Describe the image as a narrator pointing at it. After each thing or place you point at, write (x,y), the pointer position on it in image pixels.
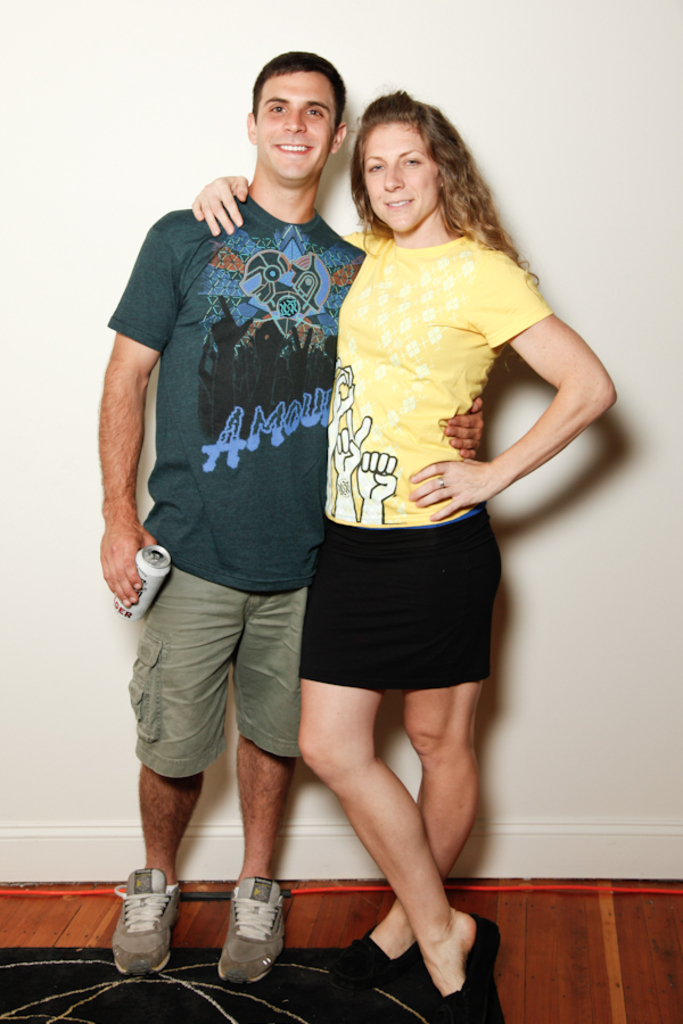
In this image we can see a man (236,364) holding a tin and a woman (433,968) and they both are standing and posing for a photo and we can see a wall (500,714) in the background (45,184).
